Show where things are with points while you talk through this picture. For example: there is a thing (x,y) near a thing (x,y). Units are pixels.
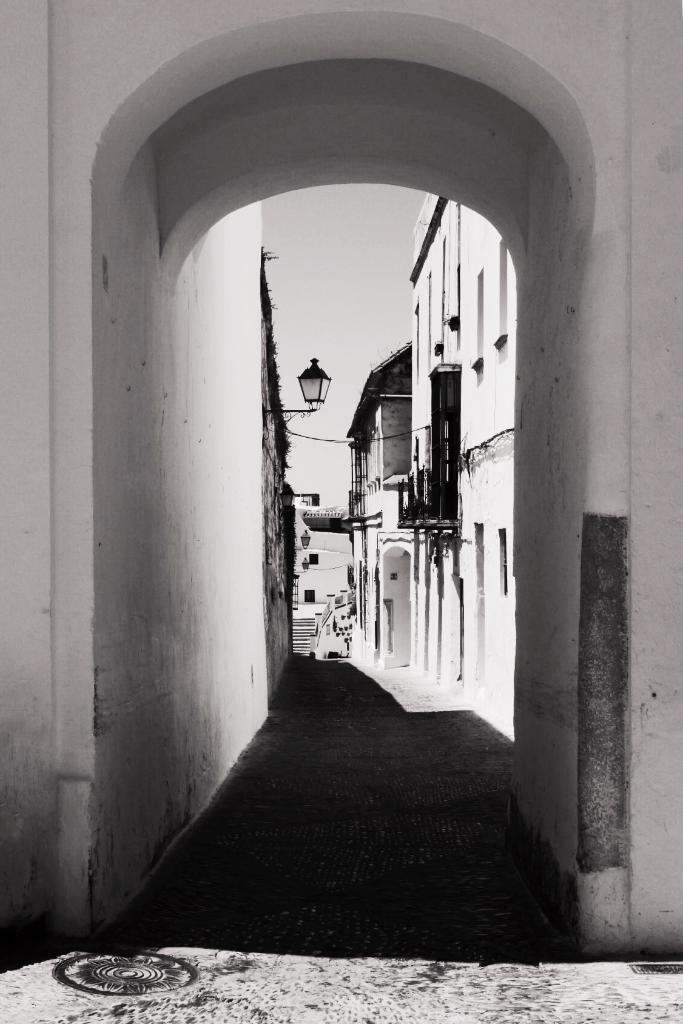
In this image, there are a few buildings (407,524). We can see the arch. We can also see some objects (305,416) attached to the walls (339,594) of buildings (262,628). We can see the ground (314,706) and the sky (319,356).
